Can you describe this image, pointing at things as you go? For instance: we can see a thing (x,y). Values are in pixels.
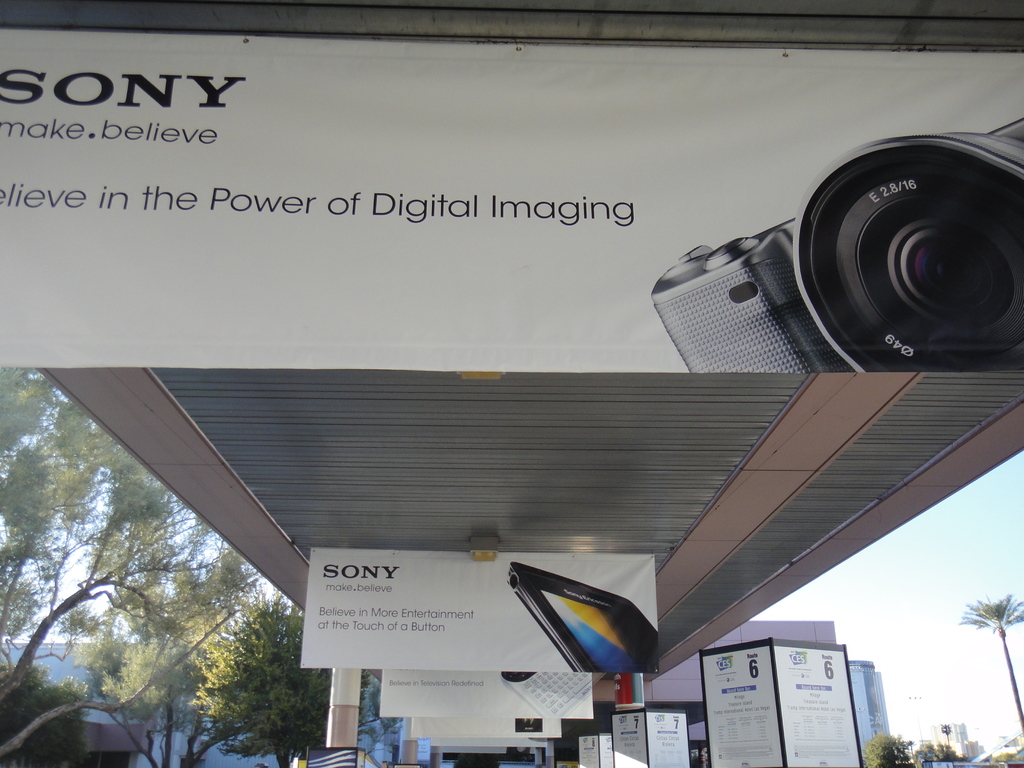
In this image there are a few boards (455,248) with images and text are hanging on the ceiling (510,547) of a building (251,537) and there are some banners (726,718). On the left (61,683) and right side of the image (695,670) there are trees (14,623) and buildings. In the background (935,596) there is the sky (914,627).
